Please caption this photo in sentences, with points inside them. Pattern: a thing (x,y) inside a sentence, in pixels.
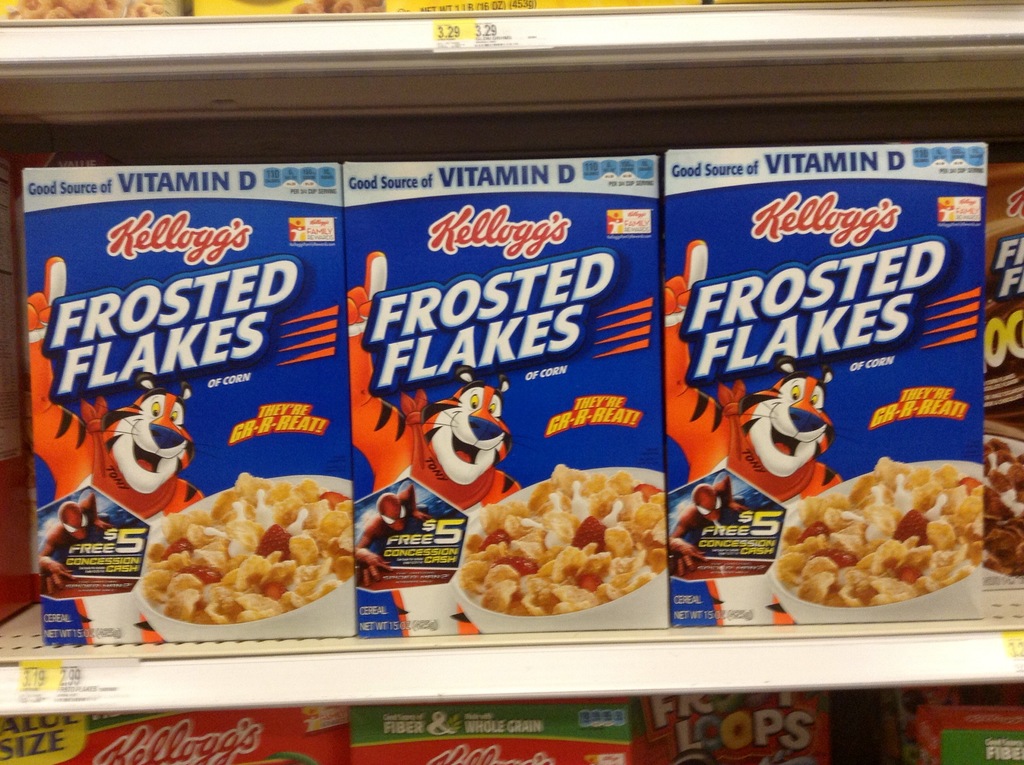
In the foreground of this image (462,407), there are flakes boxes (417,402) in the rack (793,659) with the price tags (63,680) on it.
